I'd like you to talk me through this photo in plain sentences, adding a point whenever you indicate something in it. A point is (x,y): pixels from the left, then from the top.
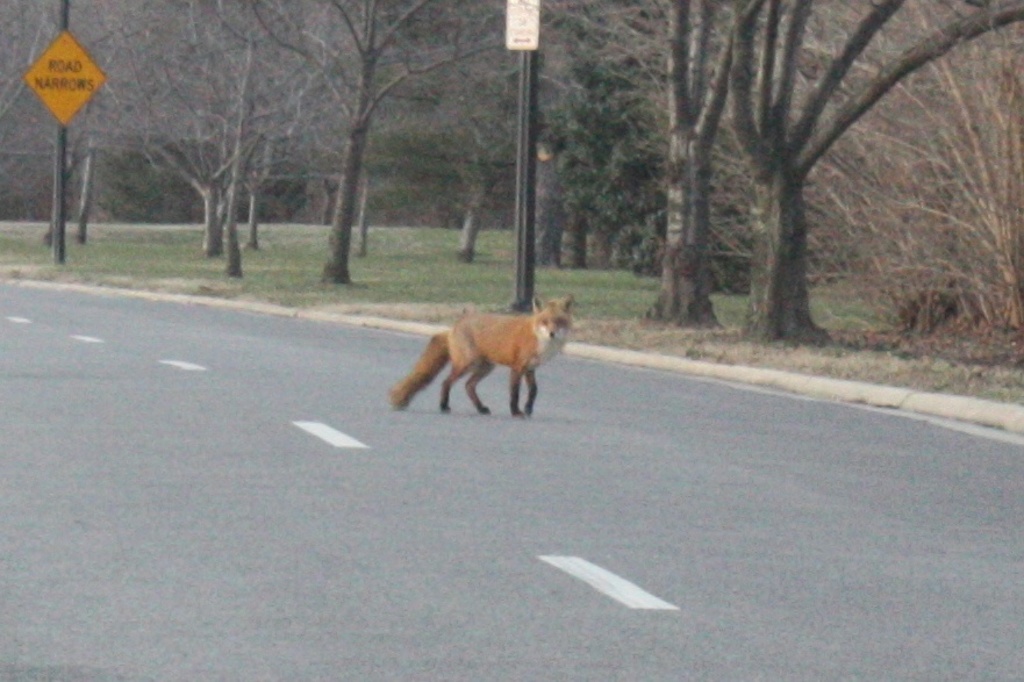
In the picture I can see a fox (445,405) on the road (437,520). In the background (308,282) I can see boards (72,106) on poles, the grass (427,310), trees (131,16) and some other objects (410,328).
